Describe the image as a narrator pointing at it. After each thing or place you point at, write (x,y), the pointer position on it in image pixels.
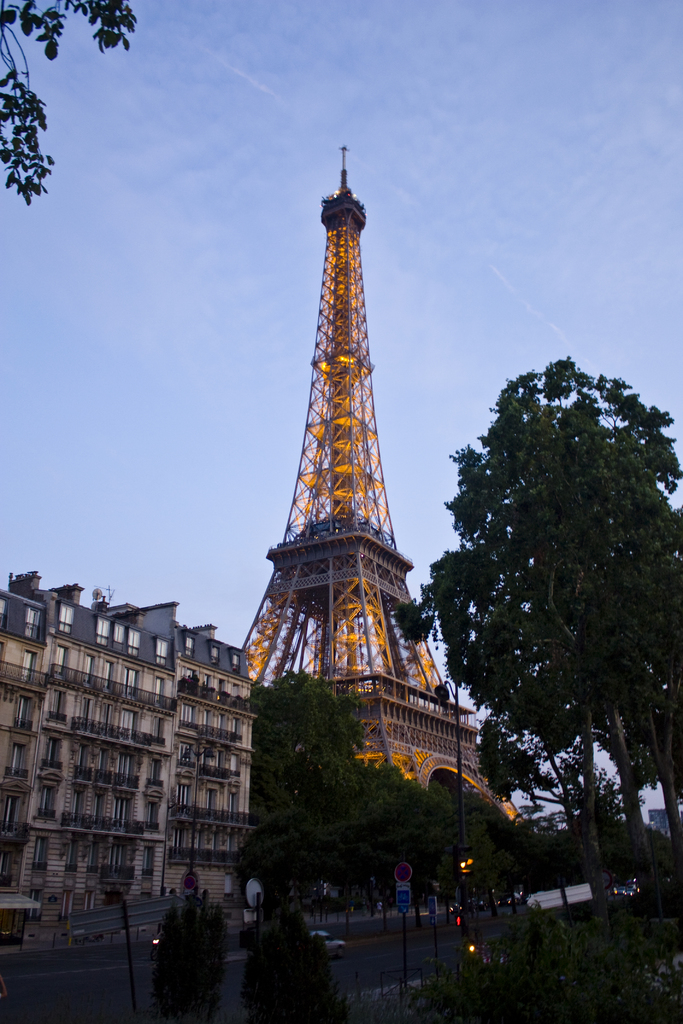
In this image, we can see an Eiffel tower (366,433). There is a building (109,792) in the bottom left of the image (114,807). There is a tree (499,742) in the bottom right of the image (488,752). There are some plants (465,1008) at the bottom of the image (208,978). In the background of the image (158,386), there is a sky (189,63).
